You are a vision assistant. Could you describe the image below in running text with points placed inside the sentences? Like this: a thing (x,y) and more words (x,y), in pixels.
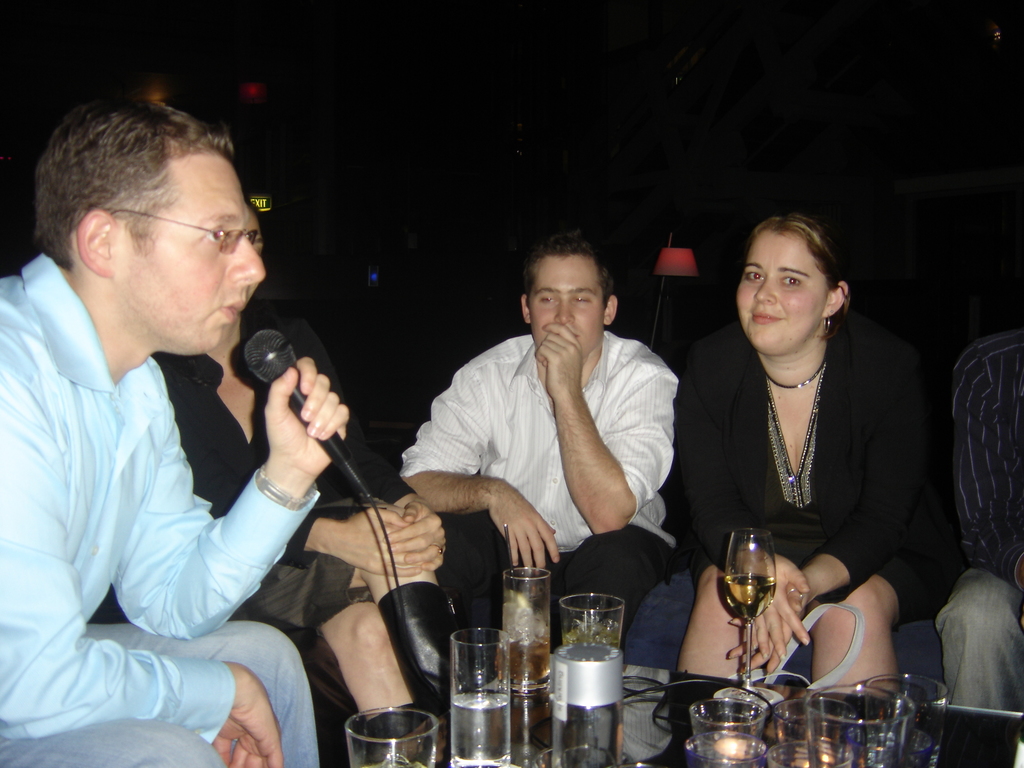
In the left (166,154) a man (177,257) is sitting wear a shirt (124,432) holding the microphone (296,390). in the right side (693,360) a woman (715,360) is sitting. There are wine glasses (749,673) in the down.
